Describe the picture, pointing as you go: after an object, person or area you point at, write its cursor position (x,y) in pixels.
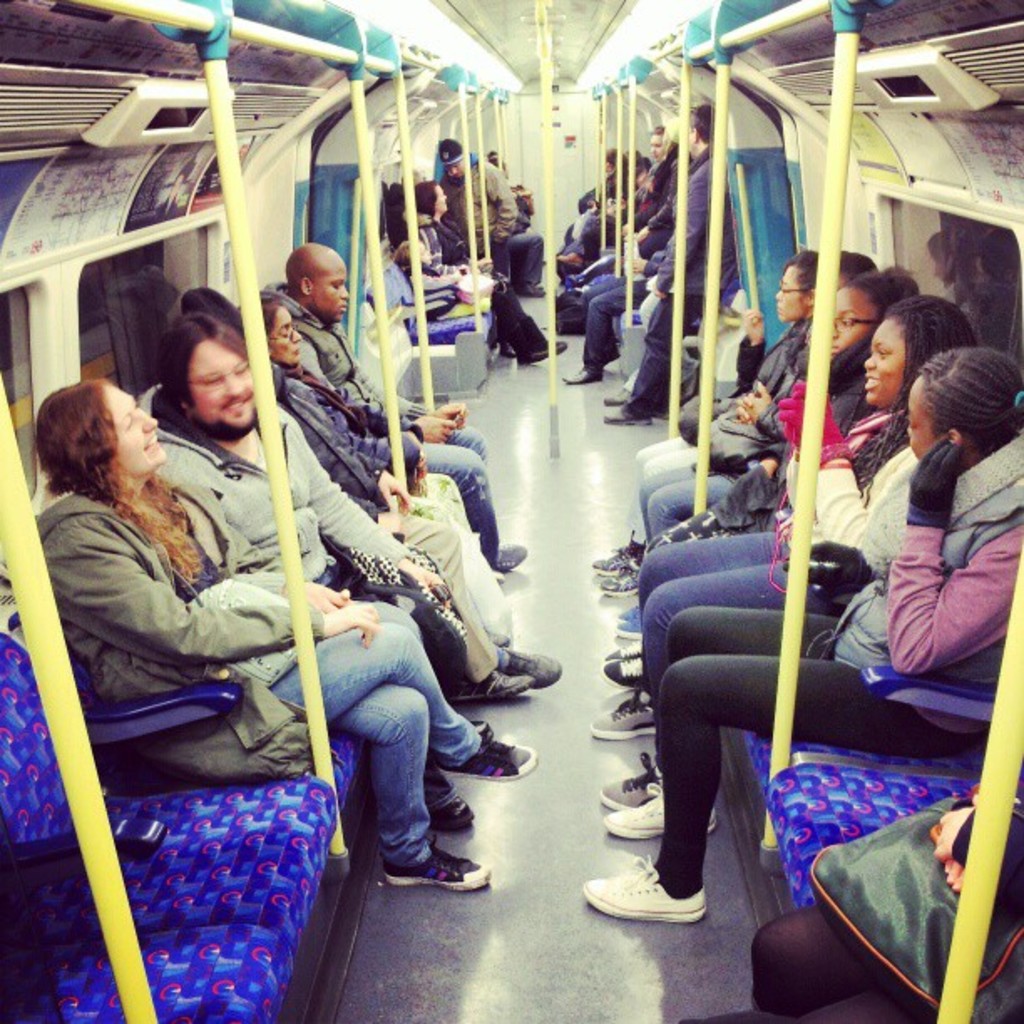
In this image there are group of persons (851,536) sitting and standing. On the left side (229,604) there are persons (173,631) sitting and in the front (162,688) there is a woman (162,688) sitting and smiling. In the center (675,362) there are poles (828,311). On the left side (226,911) in the front (237,913) there is a blue colour empty seat (214,879).
